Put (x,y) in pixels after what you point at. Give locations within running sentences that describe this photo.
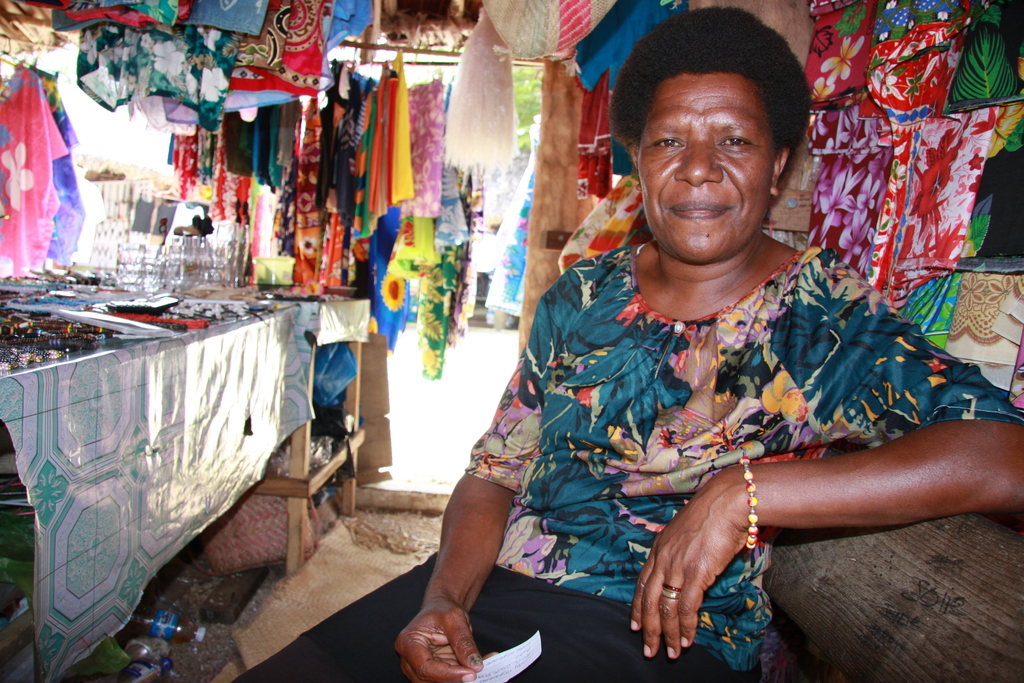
This is a picture taken from inside of a shop (212,228) and there are the clothes (250,123) hanging and there is a woman (569,568) sit on chair (809,620) she is smiling and on the left side (51,345) there is a table (64,345) on the table (93,296) there are some objects (81,344) kept on the table (65,373), on the floor (182,657) there are some bottles (169,625) visible.
